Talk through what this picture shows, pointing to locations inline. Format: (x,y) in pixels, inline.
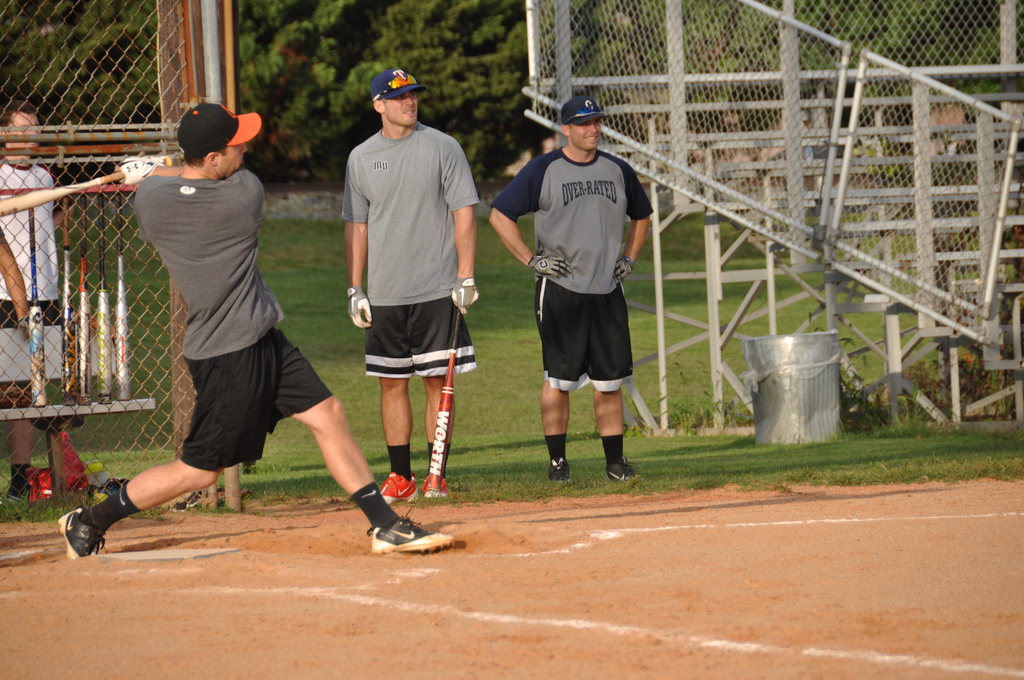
In this image, we can see people (579,146) wearing caps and holding bats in their hands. In the background (359,15), there are some other bats (69,336) and we can see a bag (70,485) and there are balls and there is a mesh (80,66) and trees (329,47). On the right (816,194), there is another mesh (755,160) with rods (775,304) and we can see a bin (830,394). At the bottom (472,529), there is ground (374,555).
